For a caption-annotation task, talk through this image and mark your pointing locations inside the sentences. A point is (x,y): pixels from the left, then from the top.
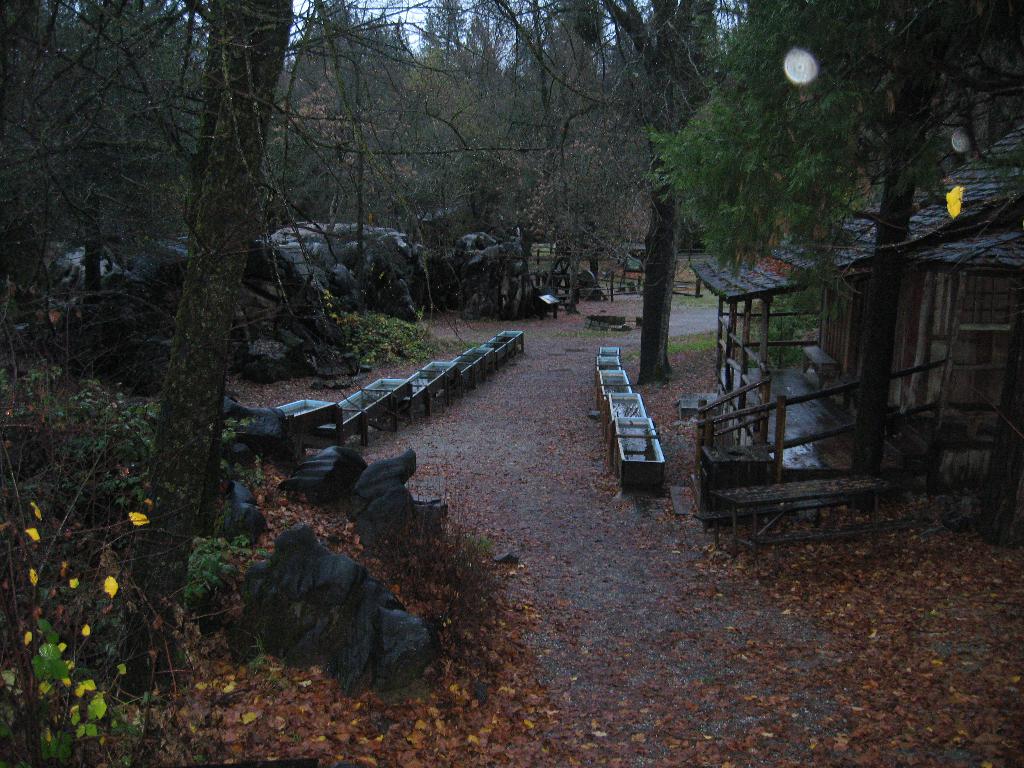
In this picture we can see rocks (400,650), plants (145,479), trees (695,171), house (1010,203), some objects (332,412) and dried leaves (250,748) on the ground (557,572) and in the background (424,20) we can see the sky (422,33).
